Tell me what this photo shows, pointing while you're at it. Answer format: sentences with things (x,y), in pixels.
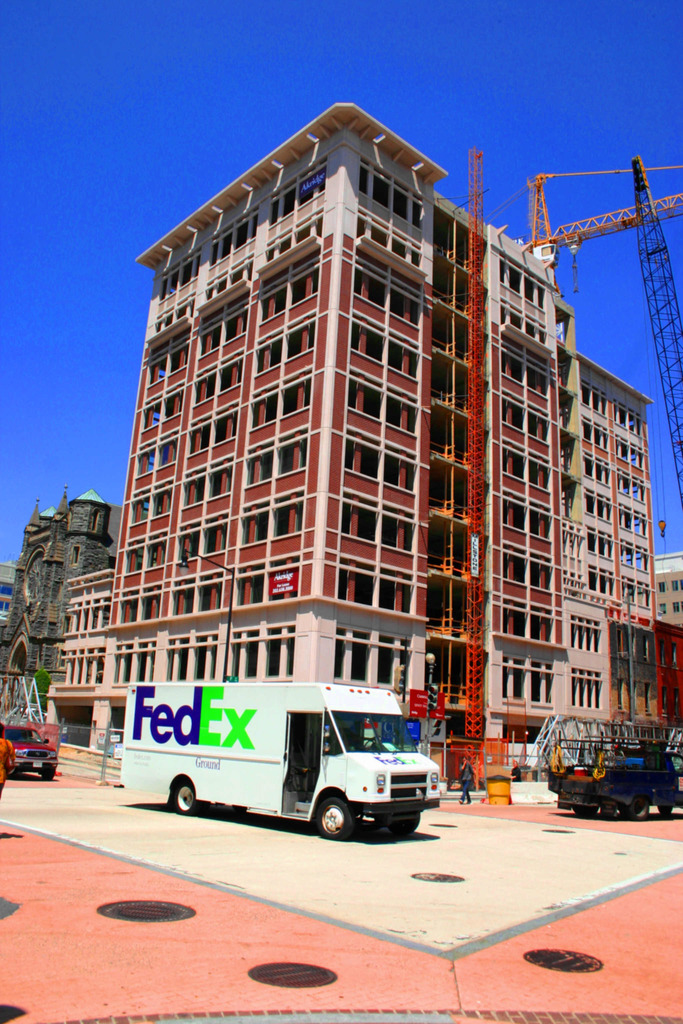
In this image there is a building (365,454) in the middle (304,412). At the top (282,65) there is the sky (223,107). At the bottom (292,810) there is a truck (300,767) in the middle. On the right side (680,359) there is a crane (657,355). On the left side (52,644) there are few other buildings (34,610). On the floor (14,780) there is a person (6,776) who is walking on it. In front of him there is a car (28,757).
